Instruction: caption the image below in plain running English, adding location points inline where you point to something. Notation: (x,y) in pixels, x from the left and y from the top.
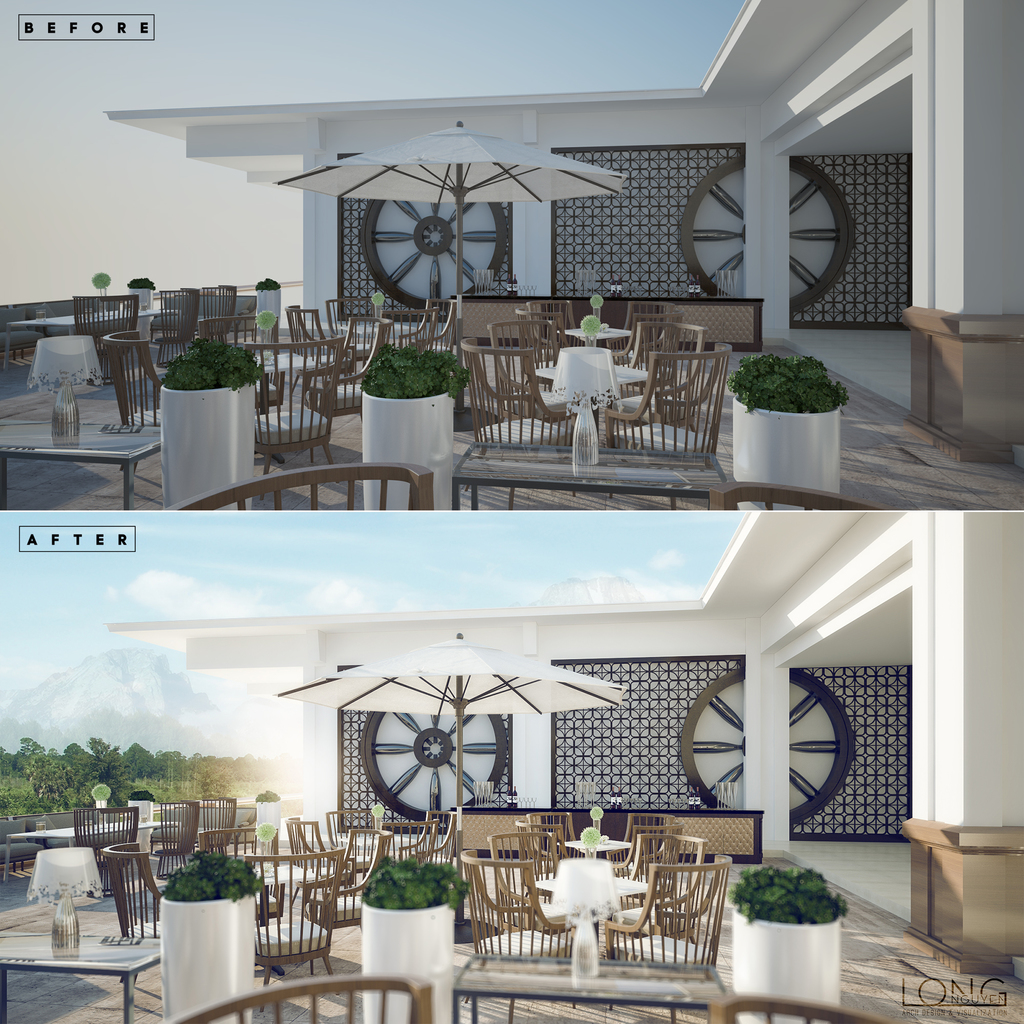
This picture describes about collage of two images, in this we can find buildings (779,566), plants (434,881), chairs (318,367), lights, trees (104,768) and clouds (198,595), and also we can find some text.
